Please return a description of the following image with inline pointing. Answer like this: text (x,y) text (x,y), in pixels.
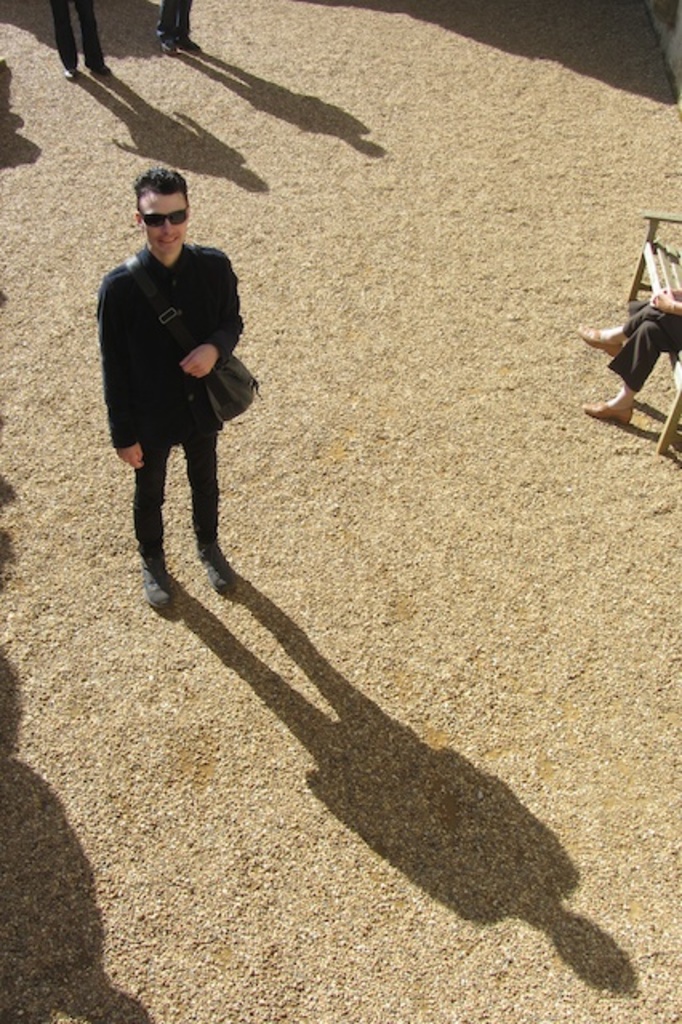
In this image we can see a person (127,454) standing. There are people (164,46) in the background of the image (167,42). To the right side of the image (673,427) there is a person (622,367) sitting on a bench (666,444). At the bottom of the image (484,860) there is ground (392,882) with stones (274,820).
